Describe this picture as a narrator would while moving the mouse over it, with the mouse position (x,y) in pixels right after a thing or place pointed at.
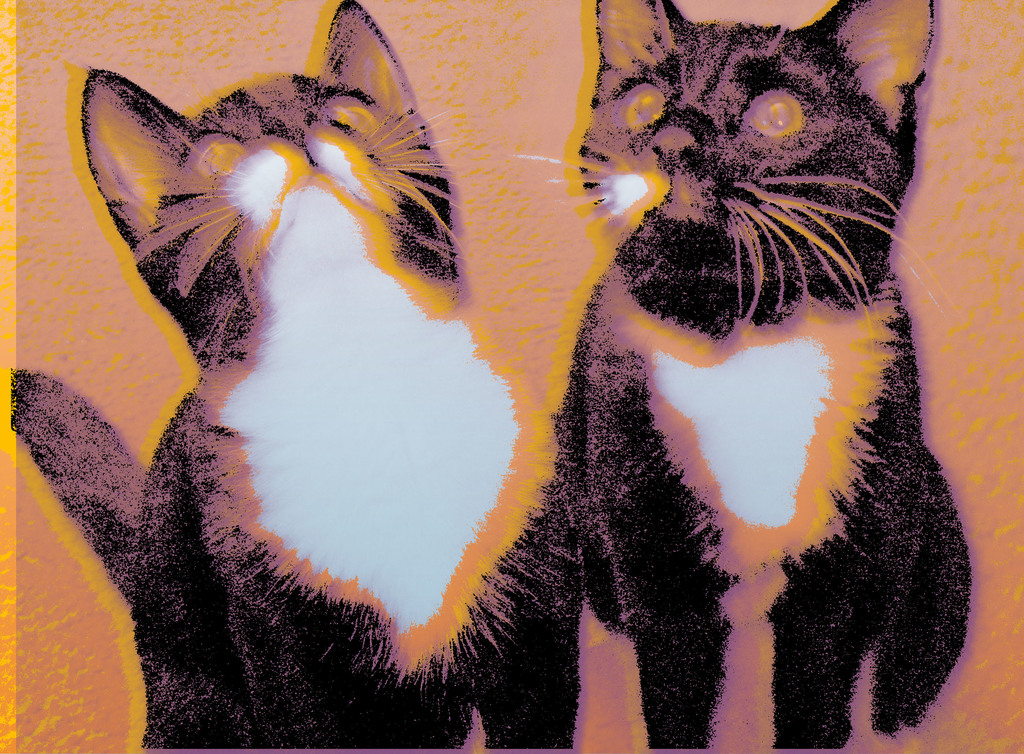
In this image we can see the animated picture of two cats (817,355).
